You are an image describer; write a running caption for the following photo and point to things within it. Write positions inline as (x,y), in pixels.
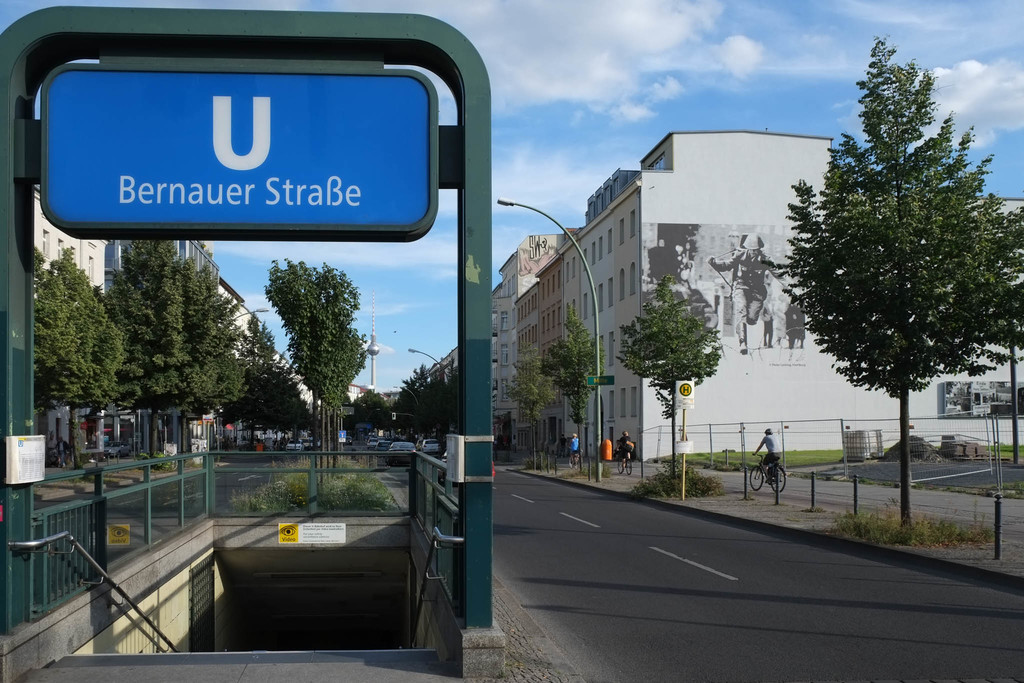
This picture is clicked in the city (613,519). At the bottom (663,584), we see the road (626,578). On the left side (155,511), we see the staircase (283,597) and the stair railing (58,590). We see a board (120,69) in blue color with some text (298,179) written on it. On either side of the road (542,559), we see the trees (339,365), street lights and the poles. We see the cars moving on the road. On the right side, we see the people (630,443) are walking on the road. We see a man (768,438) is riding the bicycle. There are trees (134,408) and the buildings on the left side (154,310). There are trees (575,322) and the building (637,429) in the background (564,278). At the top (751,126), we see the sky (736,96) and the clouds (576,58).
